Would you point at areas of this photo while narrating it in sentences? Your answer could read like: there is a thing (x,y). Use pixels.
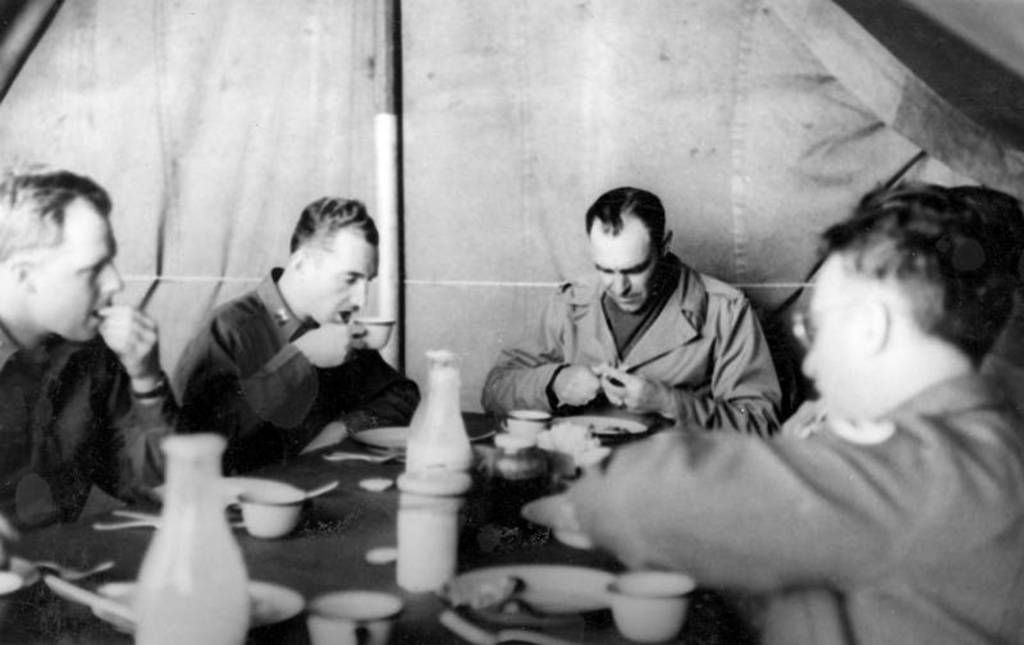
This is a black and white picture. I can see four persons (283,311) sitting, there is a person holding a cup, there are cups (381,623), plates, bottles (212,517) and some other objects (115,605) on the table (259,542), and in the background (368,97) there is a cloth (447,86).
